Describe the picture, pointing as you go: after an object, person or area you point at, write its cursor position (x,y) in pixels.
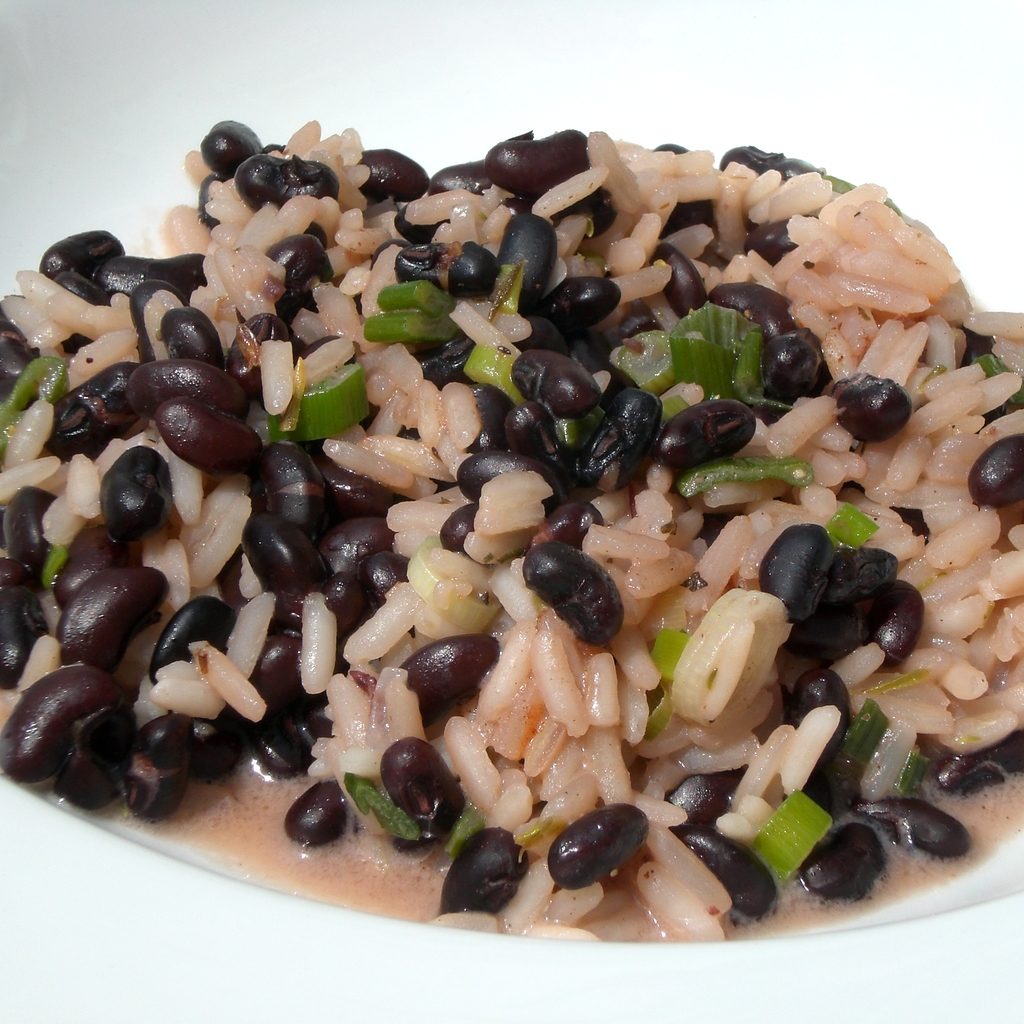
In the picture I can see an edible (515,518) placed in a white plate (303,112).
